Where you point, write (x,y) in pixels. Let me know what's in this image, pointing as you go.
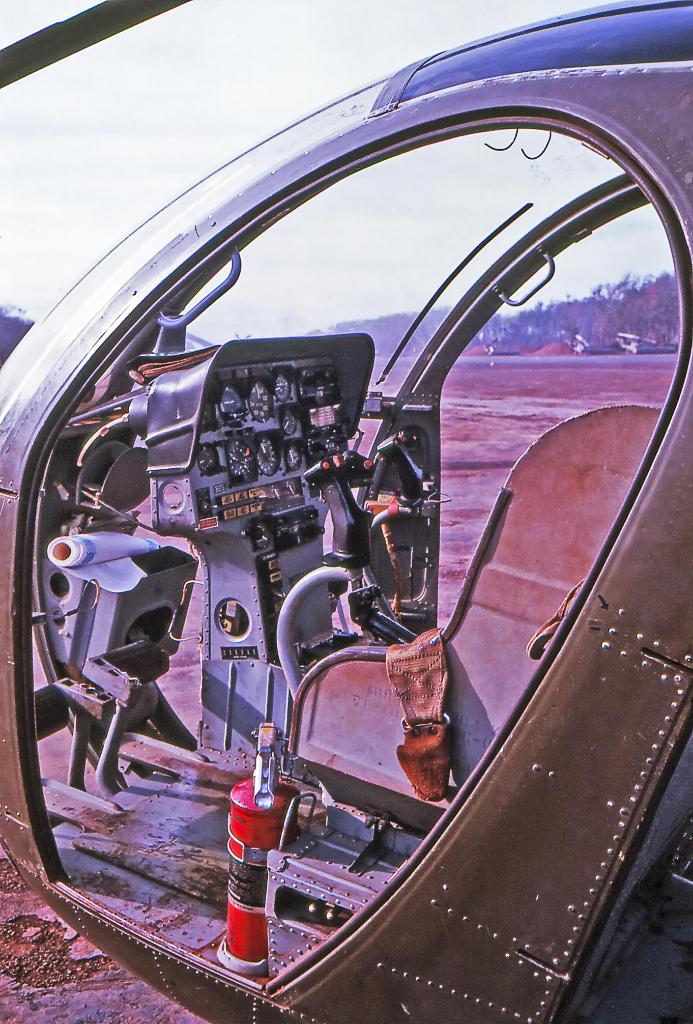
This is an edited picture, in this picture there is a helicopter (133,305). In the center (452,427) it is soil (546,379). In the background (565,316) there are trees (525,318) and other objects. Sky (265,95) is cloudy.
